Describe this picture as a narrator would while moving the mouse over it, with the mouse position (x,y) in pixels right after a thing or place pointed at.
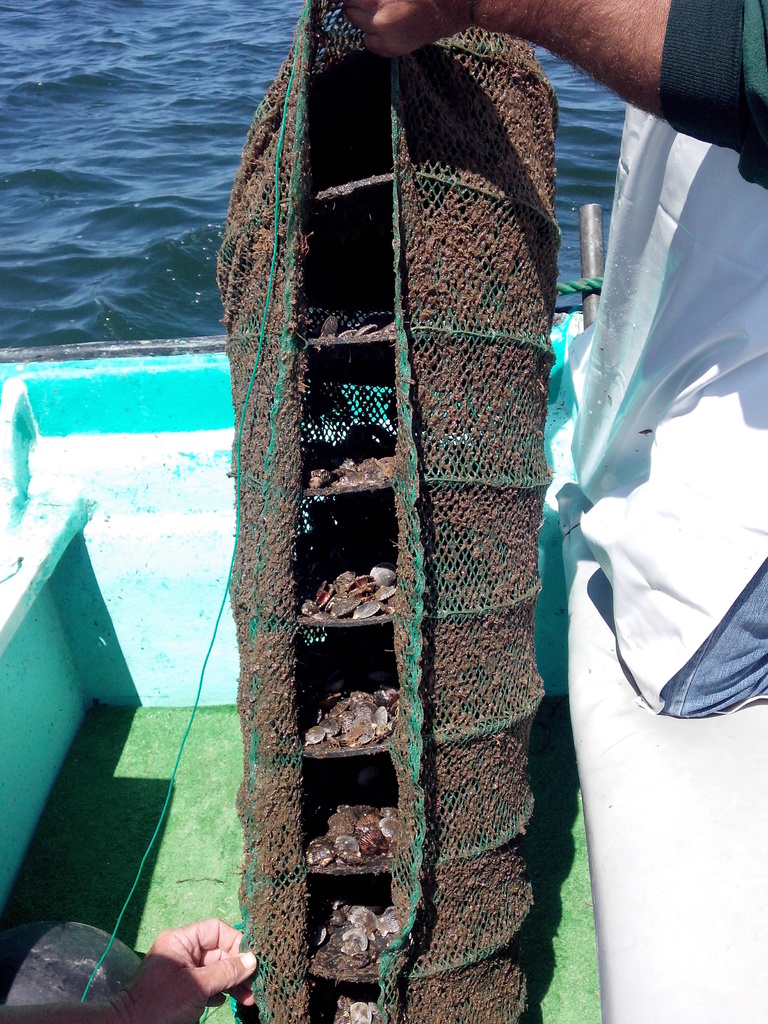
In this image, we can see a hand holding shells container (434,423). There is an another hand (197,968) in the bottom left of the image (208,955). There is a water (218,32) at the top of the image (152,46).
